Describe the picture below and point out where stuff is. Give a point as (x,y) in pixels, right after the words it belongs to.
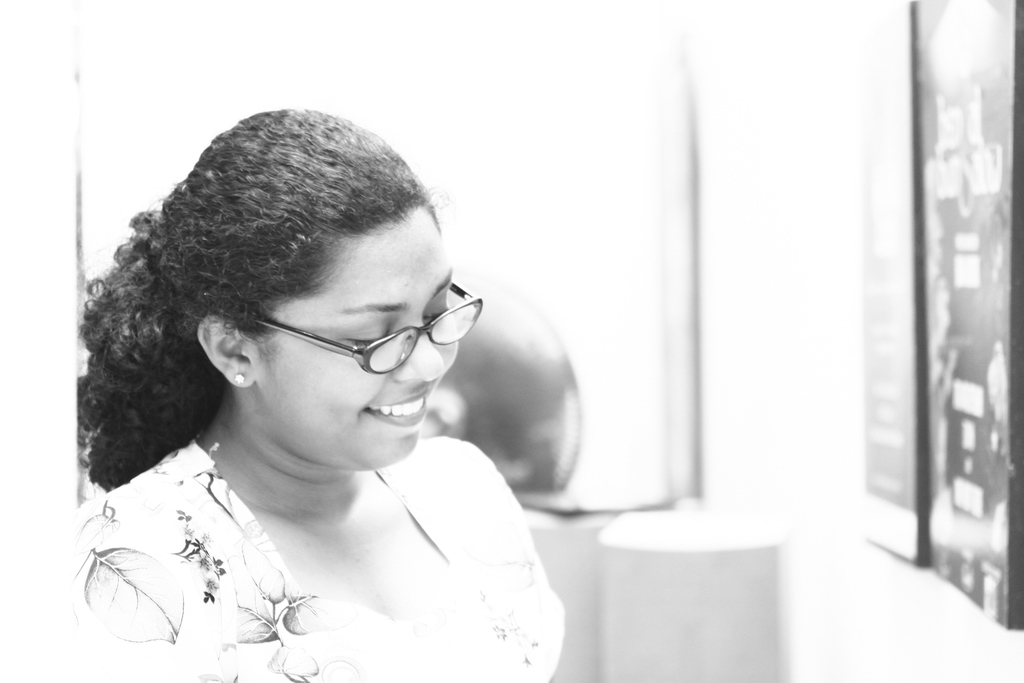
This is a black and white image. In the center of the image (409,368) we can see women (212,562). On the right side of the image (1012,48) we can see photo frames (980,390) to the wall (910,580).
